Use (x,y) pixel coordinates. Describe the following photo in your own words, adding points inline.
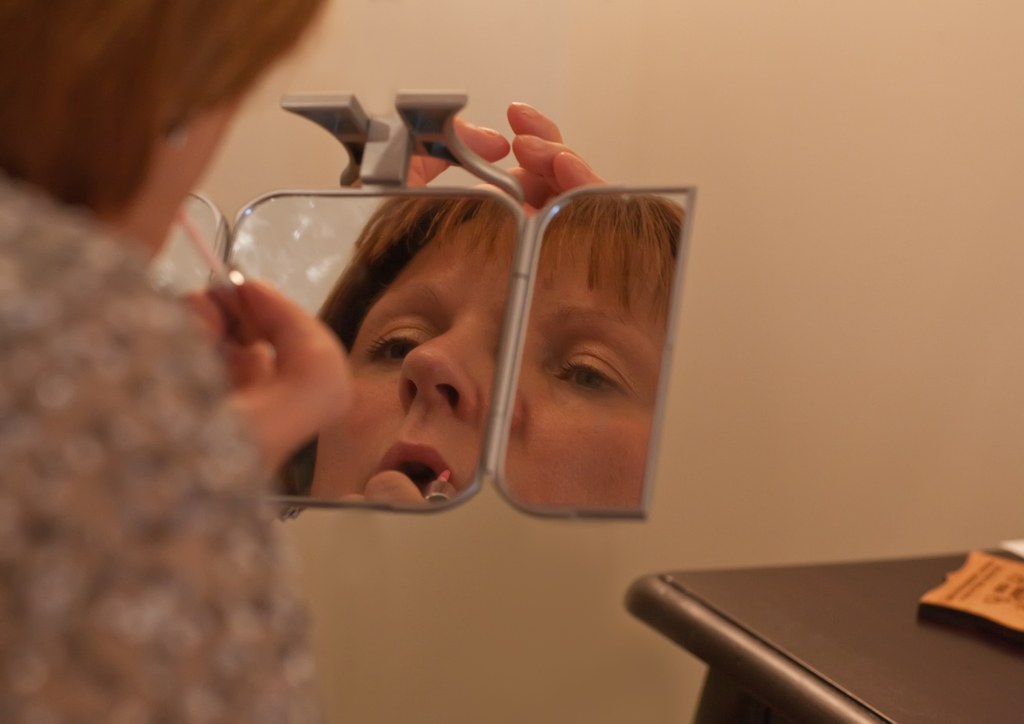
Here in this picture, on the left side (128,243) we can see woman (83,371) holding a mirror (316,296) in her hand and we can see her face (421,378) in the mirror (460,417) and beside her we can see a table (734,579) present and on that we can see some things (1001,605) present.
